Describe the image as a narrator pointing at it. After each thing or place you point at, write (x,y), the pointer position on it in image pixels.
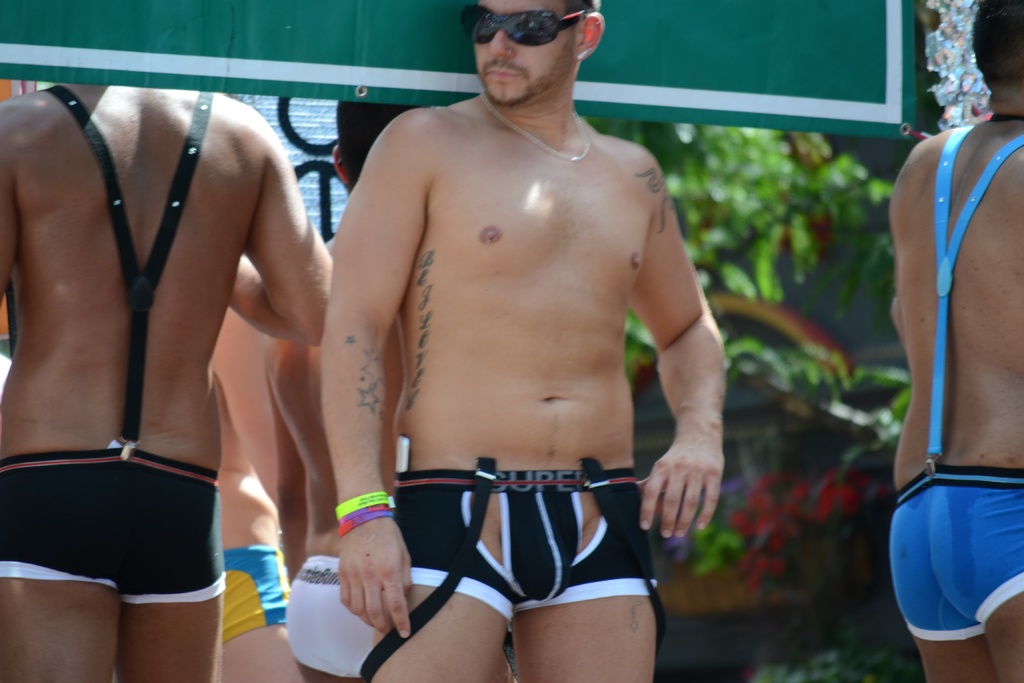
In this picture we can see some people (493,333) standing and in the background (664,595) we can see leaves (773,377), some objects (757,114) and it is blurry.
